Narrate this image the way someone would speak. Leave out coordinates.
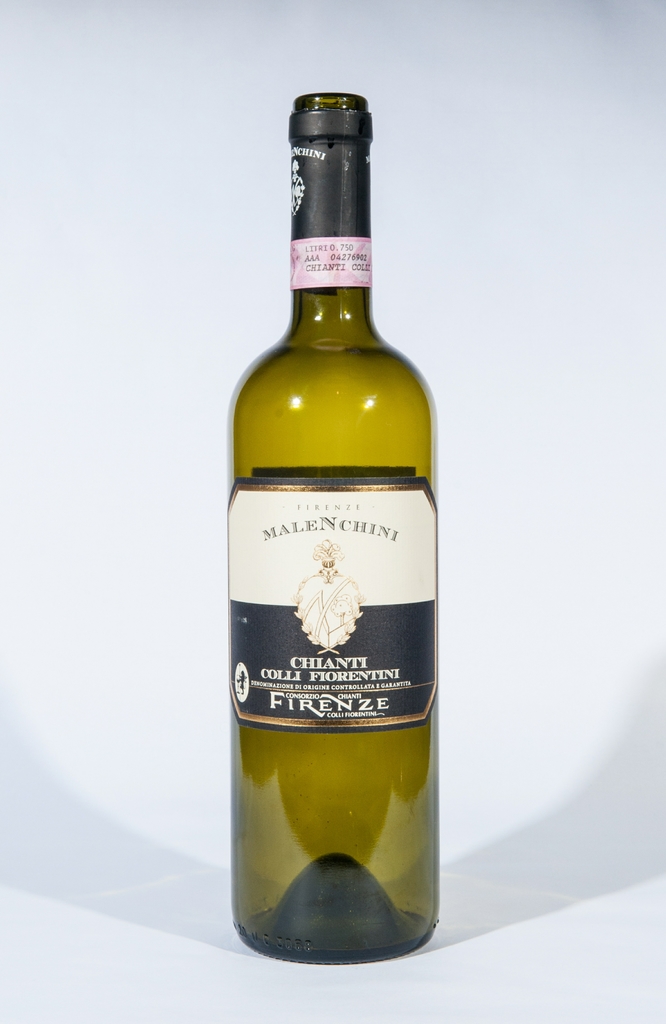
In this image I see a bottle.
